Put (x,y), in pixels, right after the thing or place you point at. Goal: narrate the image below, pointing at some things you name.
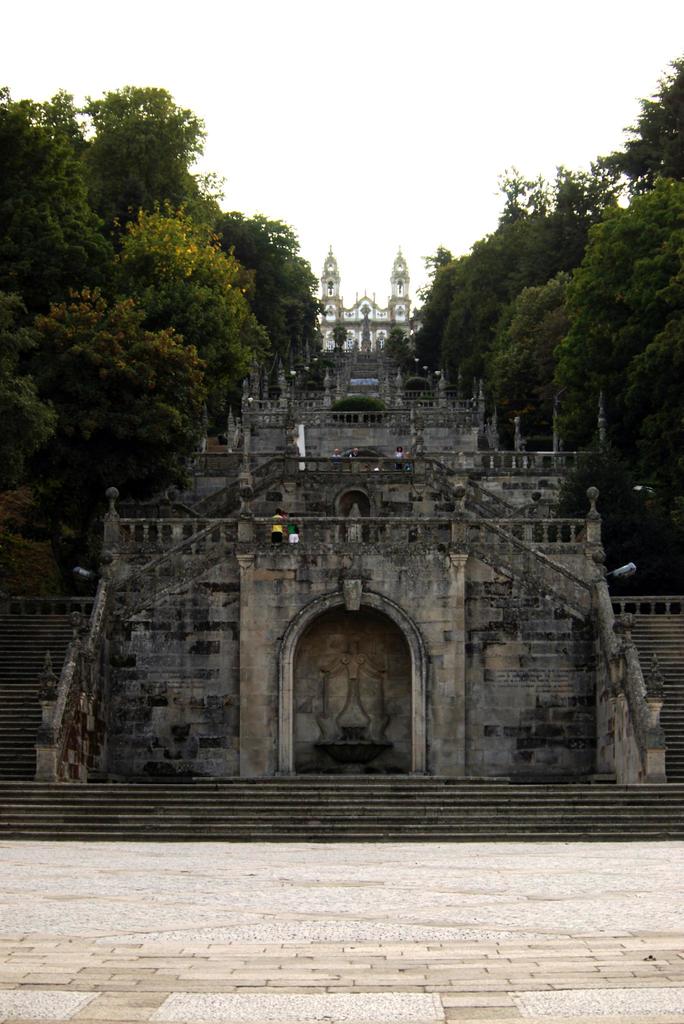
In front of the image there is some engraving (336,670) on the monument (297,611). In front of the monument (327,645) there are stairs (322,810), besides the monument (84,642) there are steps (45,638) with concrete fence (80,628), on the fence (79,613) there are lamps (89,575) and there are a few people (279,532) on the monument (291,485). Besides the monument (291,485) there are trees (316,375).
